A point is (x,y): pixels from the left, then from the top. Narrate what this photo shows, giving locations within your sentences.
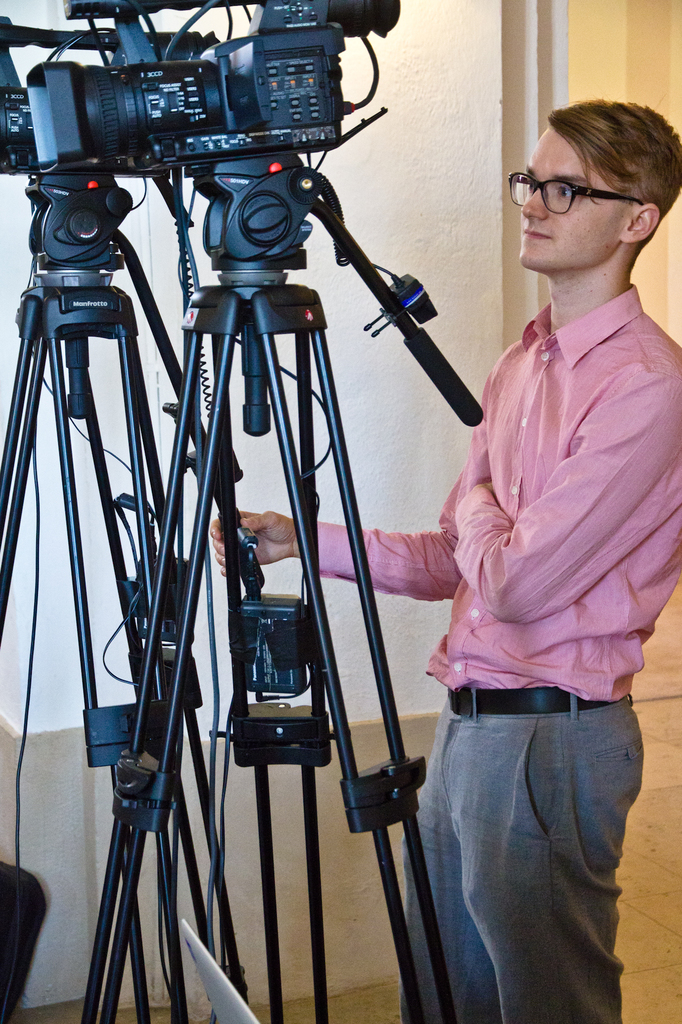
In this image I can see a person (550,489) wearing pink and grey colored dress (540,622) is standing and holding an object (241,530) in his hand (244,515). I can see two camera stands (209,479) with two cameras (202,146) on them. In the background (467,184) I can see the cream colored wall (403,181) and the door (599,90).
